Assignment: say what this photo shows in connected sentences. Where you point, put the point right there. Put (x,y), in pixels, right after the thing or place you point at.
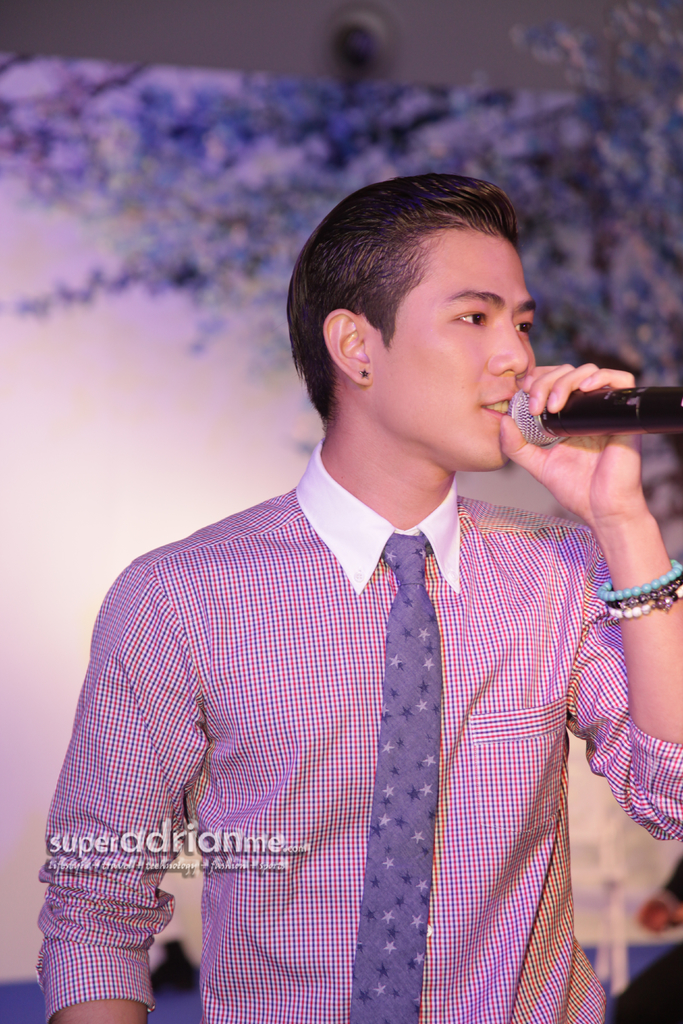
A man (402,206) wearing shirt (314,735) and tie (423,548) is singing with mic (575,412) in his hand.
